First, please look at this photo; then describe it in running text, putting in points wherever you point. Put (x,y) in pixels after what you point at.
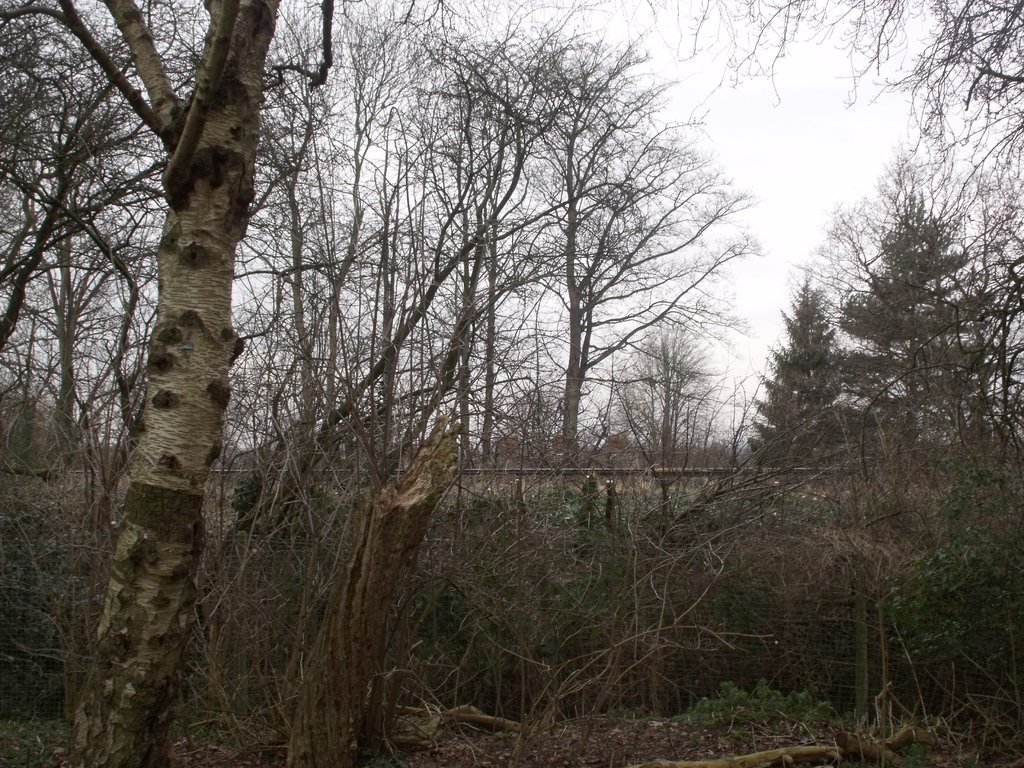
In this image we can see some trees (379,518) and the wall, in the background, we can see the sky (738,105).
